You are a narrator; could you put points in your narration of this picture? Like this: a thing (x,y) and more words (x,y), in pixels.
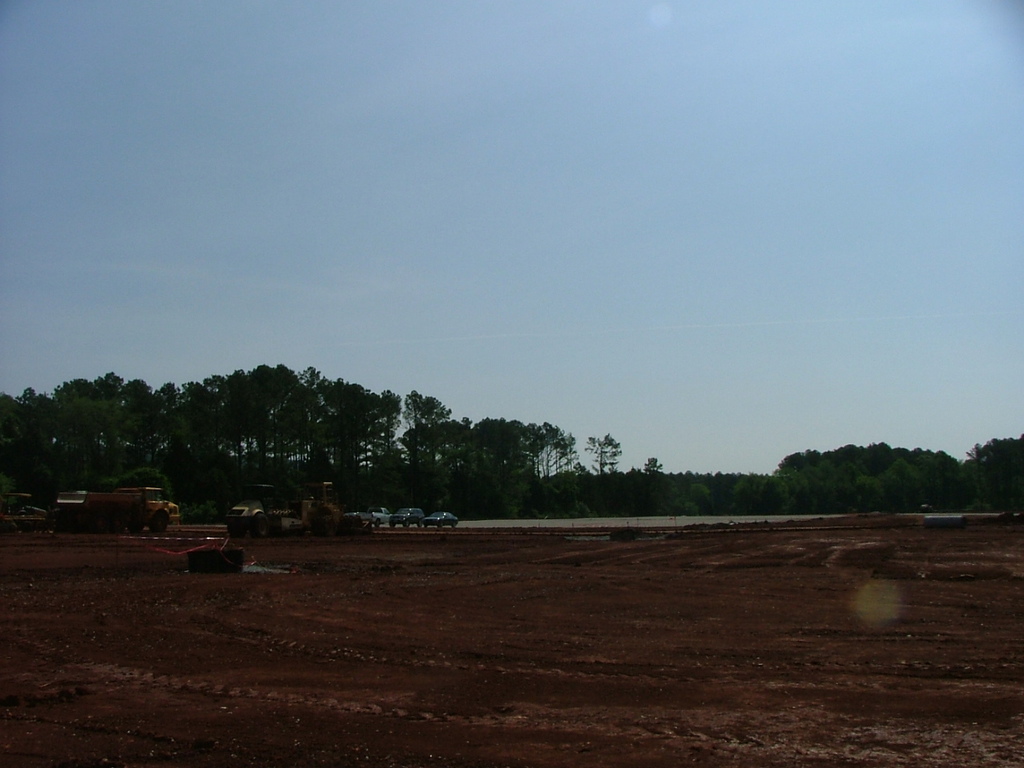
In this image we can see a few vehicles (313,505) on the ground (334,625), there are some trees (191,439) and also we can see the sky (760,277).
